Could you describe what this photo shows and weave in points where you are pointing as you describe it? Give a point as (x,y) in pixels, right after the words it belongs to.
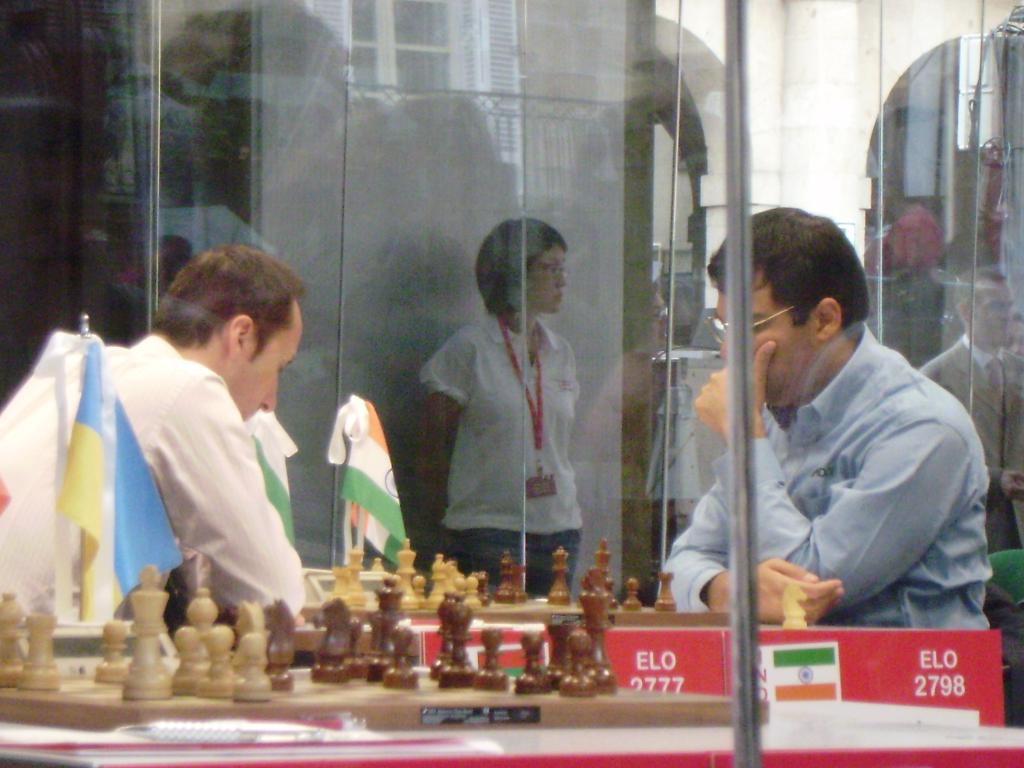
In the foreground (747,221) there is a glass (144,208). Behind the glass (525,526) there are two men (199,428) sitting and playing the chess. Beside the chess (329,613) there are some flags (100,443). In the background (490,386) there is a woman (515,344) standing and leaning to the wall (373,393). At the top of the image (814,129) there is a pillar (827,94).
